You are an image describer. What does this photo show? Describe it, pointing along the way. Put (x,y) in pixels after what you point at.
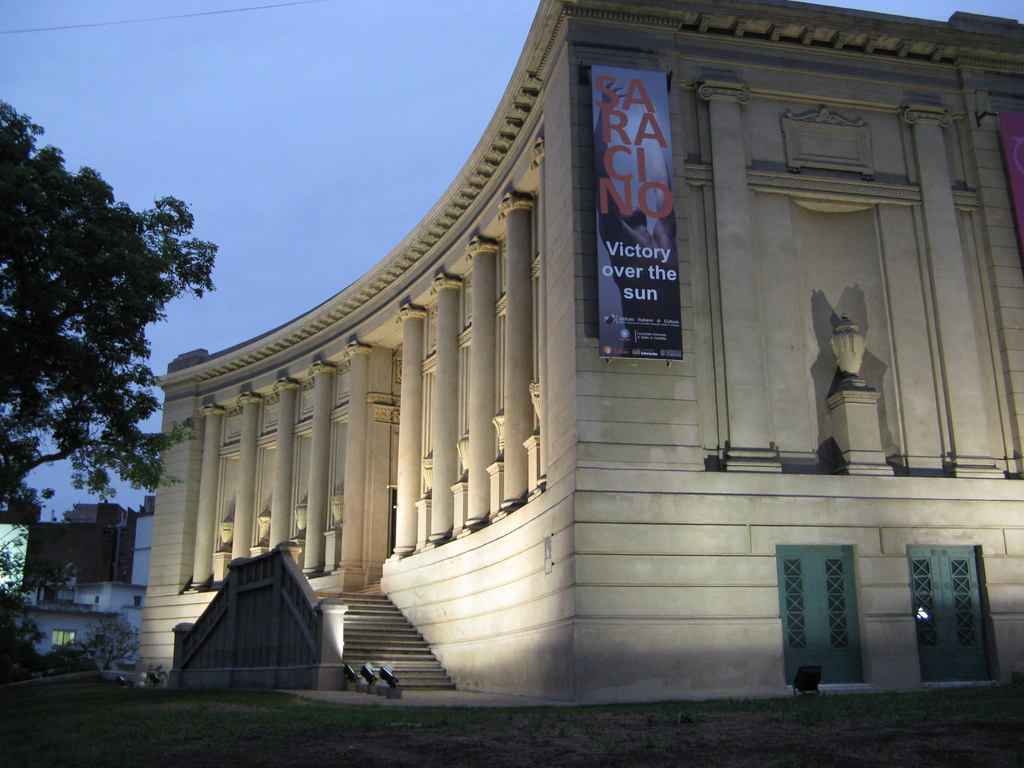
In this image, we can see buildings (466,577), stairs (360,641), a board (630,297), trees (86,647) and there are doors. At the top (287,110), there is sky (250,137) and at the bottom (407,722), there is grass (296,724).
